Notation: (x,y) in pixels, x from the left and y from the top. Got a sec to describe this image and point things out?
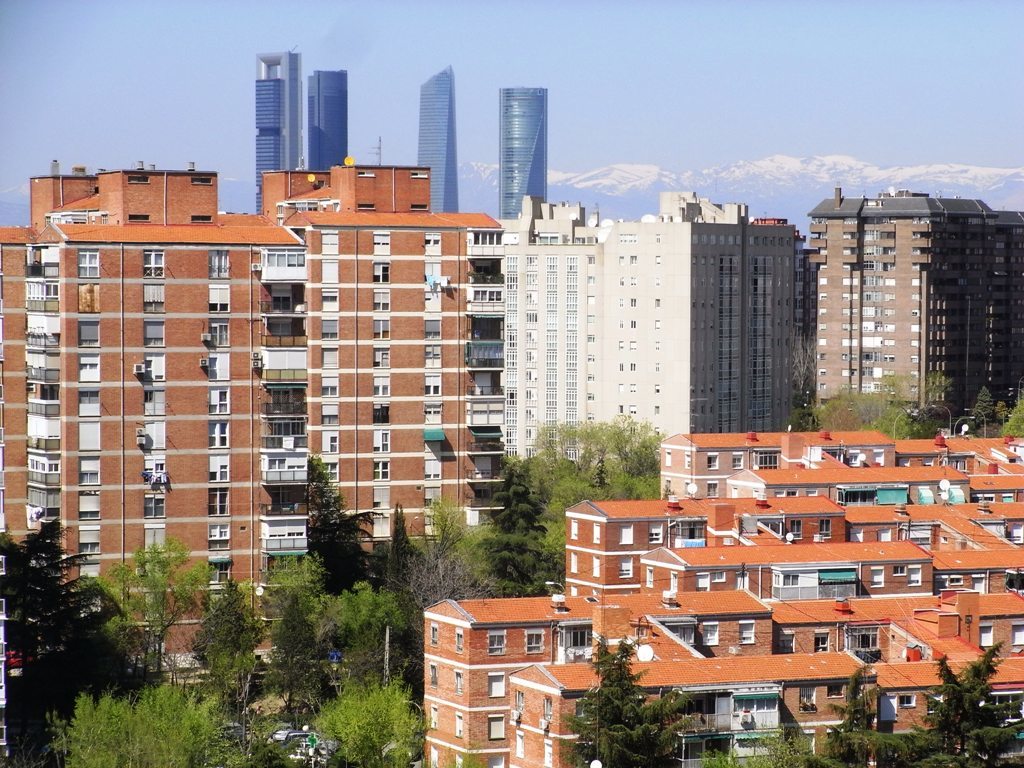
In the background (616,71) we can see sky (817,50), huge buildings (898,300). In this picture we can see buildings (809,632) and trees (141,719).
